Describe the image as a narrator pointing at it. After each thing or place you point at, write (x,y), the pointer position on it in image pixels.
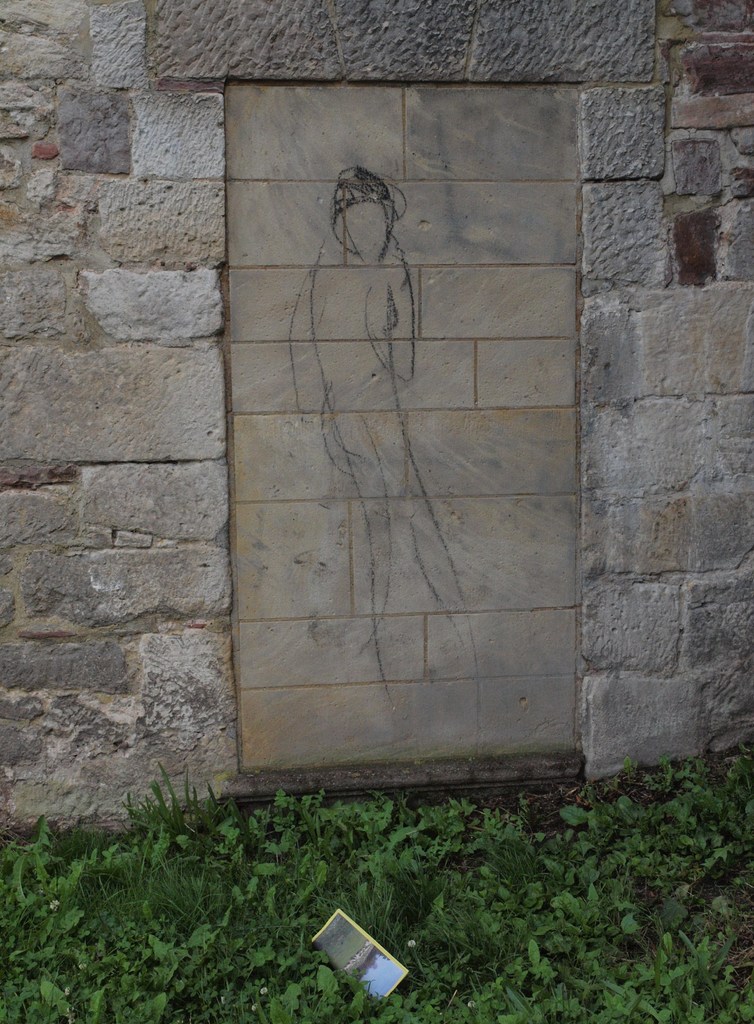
In this image we can see a wall (261,419) built with stones (173,484) and some drawing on it. On the bottom of the image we can see a paper (330,954) on the ground (217,983). We can also see some plants (574,944) and grass (308,878).
